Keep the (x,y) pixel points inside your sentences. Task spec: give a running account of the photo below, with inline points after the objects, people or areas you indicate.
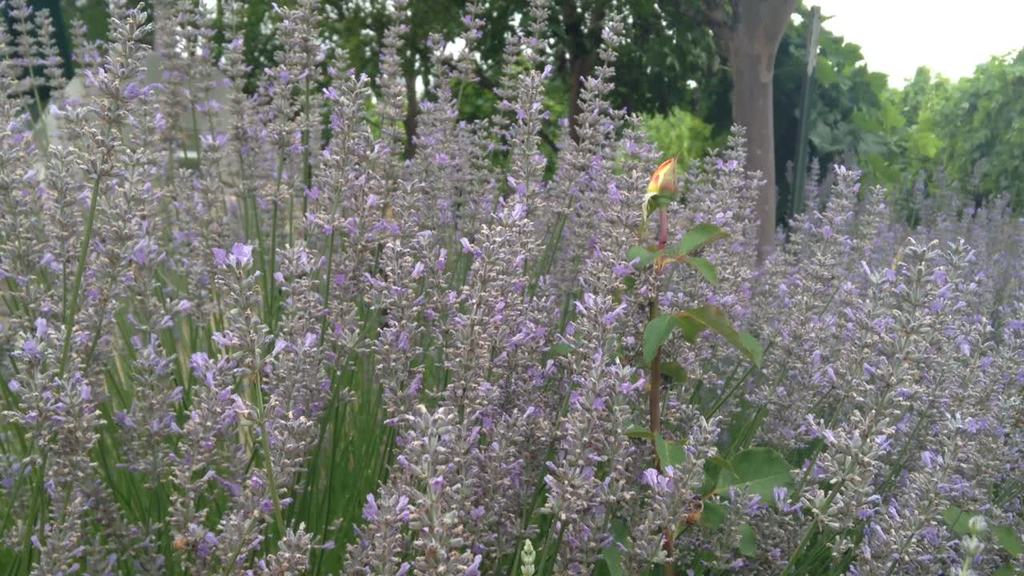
In this image we can see flower plants (454,218) and in the background (571,33) we can see the trees (678,93).
